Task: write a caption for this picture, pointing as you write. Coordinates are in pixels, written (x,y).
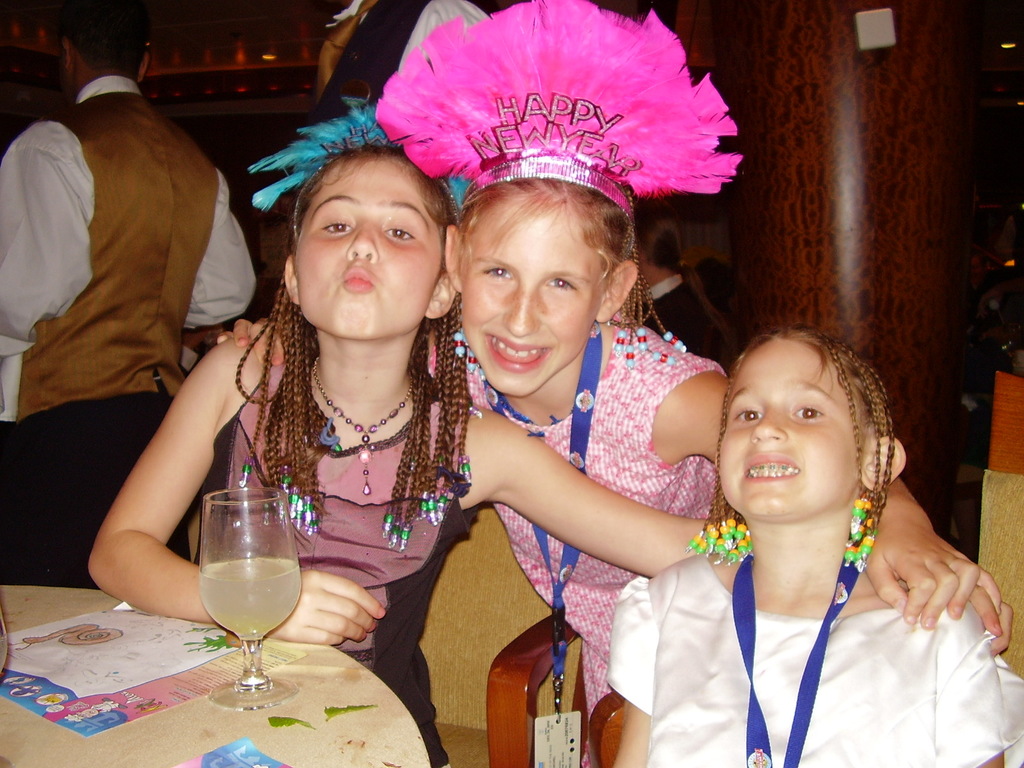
In this image, we can see people (422,281) wearing clothes (105,218). There is a table (274,731) in the bottom left of the image (171,742) contains a glass (225,588) and paper (212,645). There is a pillar (884,250) on the right side of the image (910,329).
